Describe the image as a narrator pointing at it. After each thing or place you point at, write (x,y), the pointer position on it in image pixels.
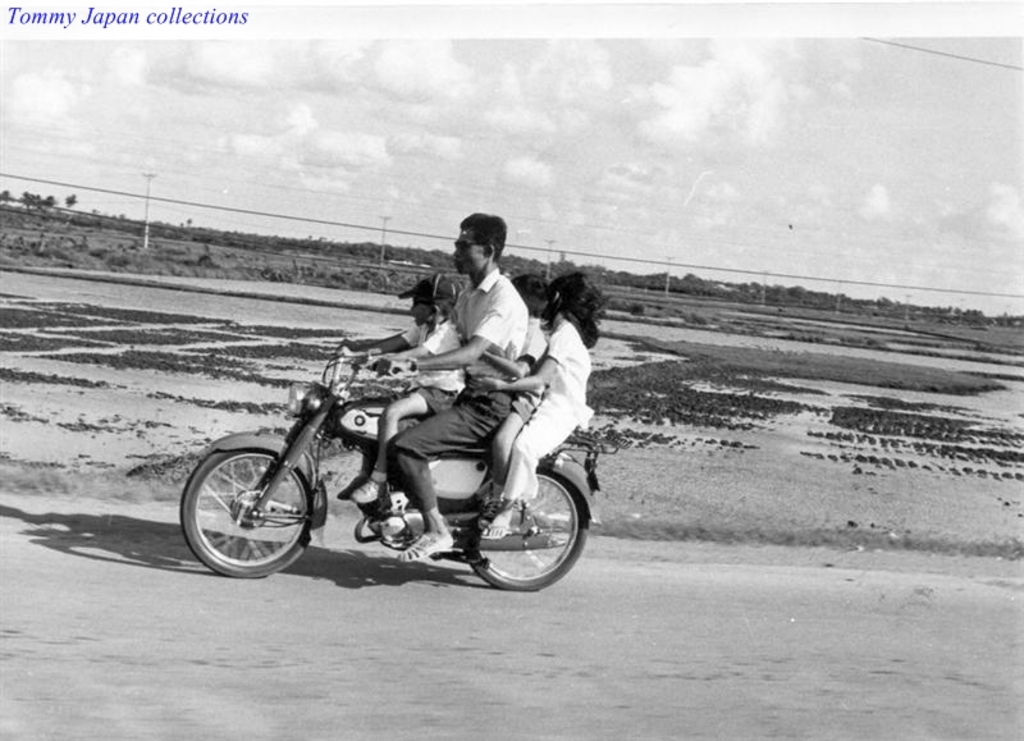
a person (419,463) is riding a motorcycle (446,468). 4 people (468,431) are seated on the vehicle (450,483). behind that there are trees (875,305) at the back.
